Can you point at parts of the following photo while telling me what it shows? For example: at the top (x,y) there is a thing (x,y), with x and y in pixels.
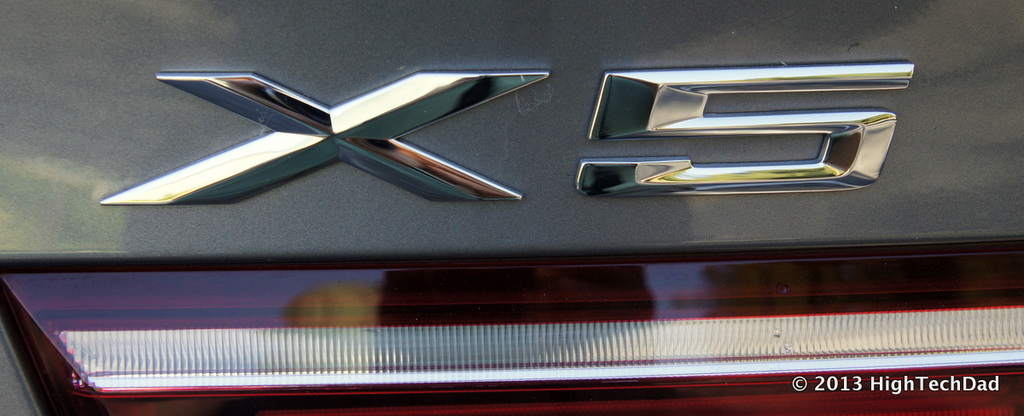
This image consists of a car (428,340). And we can see a tail light (514,344) along with the text (392,145).
